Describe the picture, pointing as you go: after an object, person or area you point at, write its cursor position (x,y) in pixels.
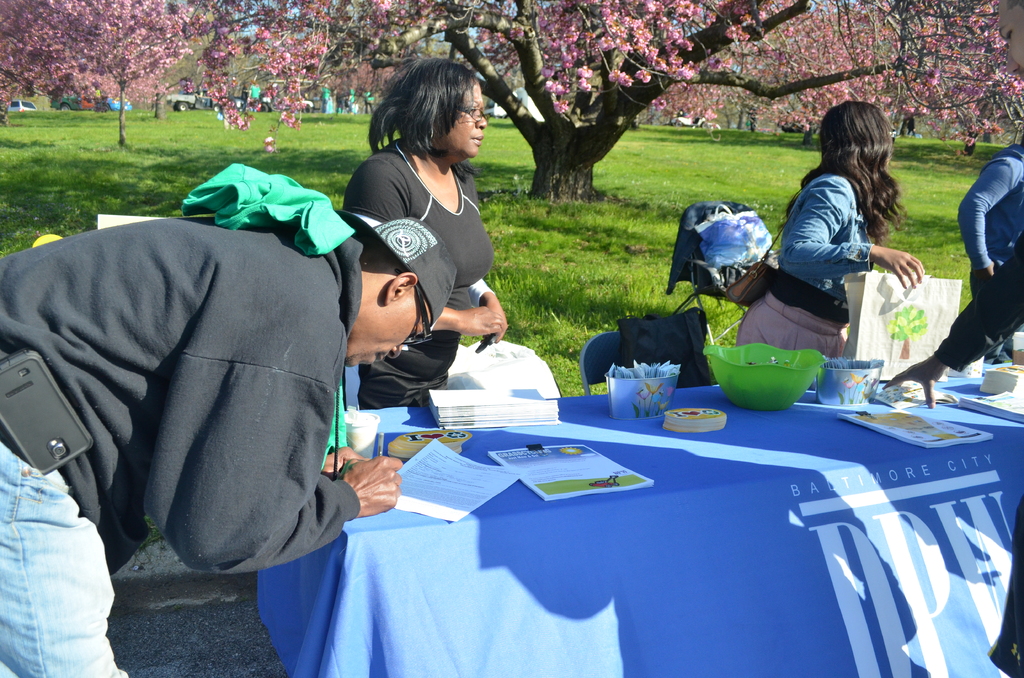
In this picture there are people (815,318) and we can see bowl (818,363), papers (987,397), books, glass (363,424) and objects (832,382) on the table (757,473). We can see bags (743,289), cloth (695,253) and objects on chairs (594,378), grass (617,249), trees (552,113) and flowers (557,92). In the background of the image (171,105) we can see vehicle (171,105) and sky (287,7).
